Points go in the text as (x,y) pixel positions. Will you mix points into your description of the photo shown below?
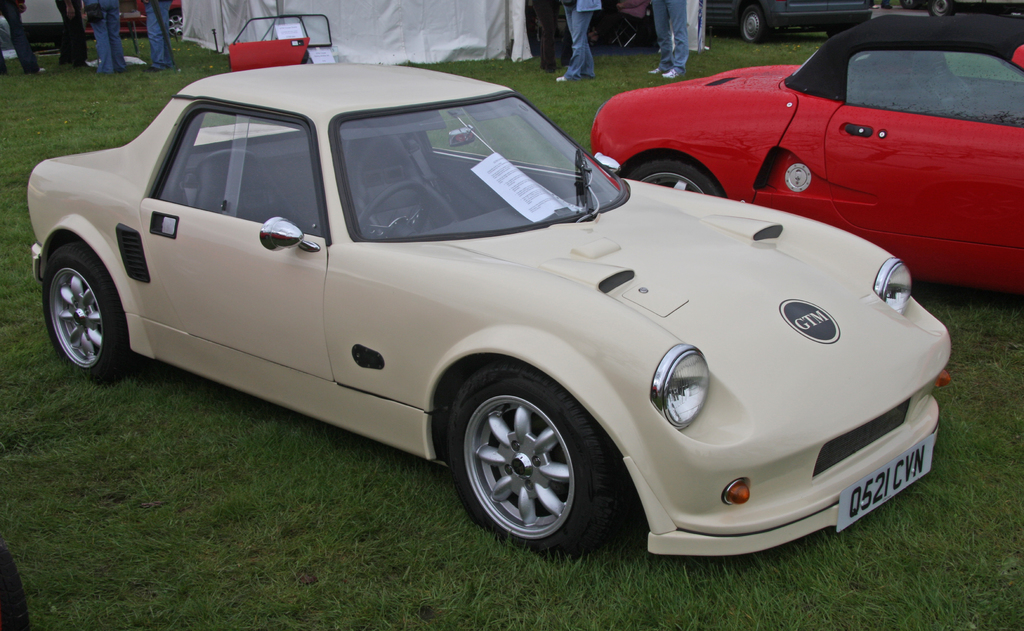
In the picture we can see a grass surface (979,407) on it we can see two cars (848,407) are parked one is cream in color and one car (644,95) is red in color and behind it we can see some people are standing and besides it we can see one vehicle (758,34).
